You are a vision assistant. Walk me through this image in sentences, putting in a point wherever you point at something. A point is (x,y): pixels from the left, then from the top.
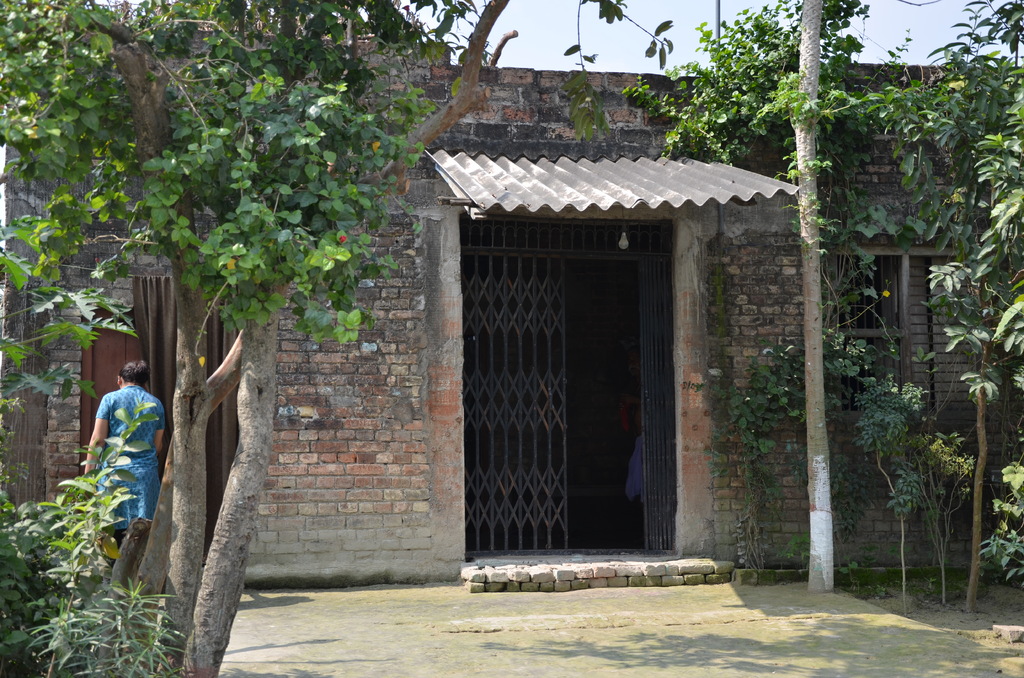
In this image there is a house (591,360) with a gate (645,424) and windows (904,309), there is a person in front of the house (714,215), few trees (177,364), a pole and the sky (693,44).
